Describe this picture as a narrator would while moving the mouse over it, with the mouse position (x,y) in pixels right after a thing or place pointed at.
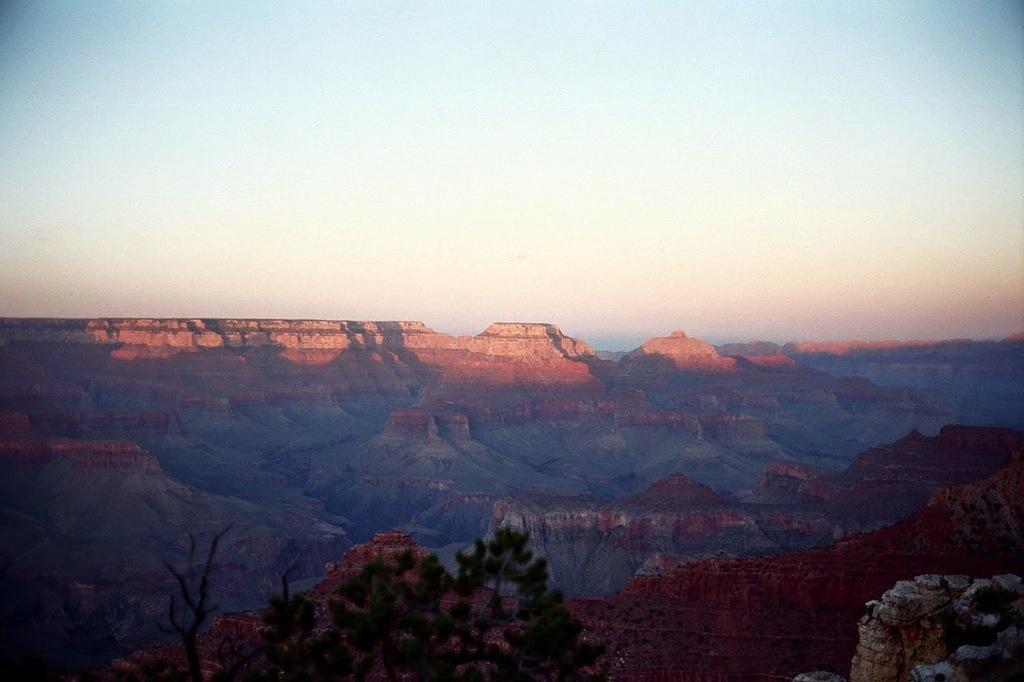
In this picture we can see hills (654,625), leaves (470,608) and branches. In the background of the image (615,188) we can see the sky (592,198).
